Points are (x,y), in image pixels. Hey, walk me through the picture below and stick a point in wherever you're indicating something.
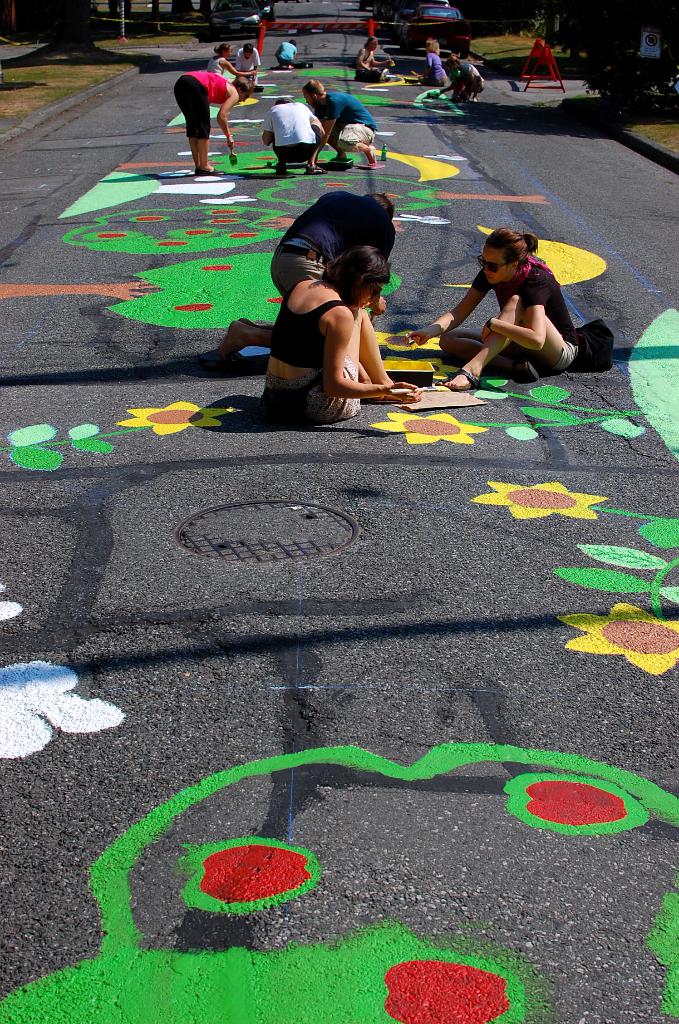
Here I can see few people (308,363) painting the flower designs (427,432) on the road (342,484). On the road (328,477), I can see many paintings (152,992). In the background (593,25) there are some trees (576,44) beside the road (269,484).
